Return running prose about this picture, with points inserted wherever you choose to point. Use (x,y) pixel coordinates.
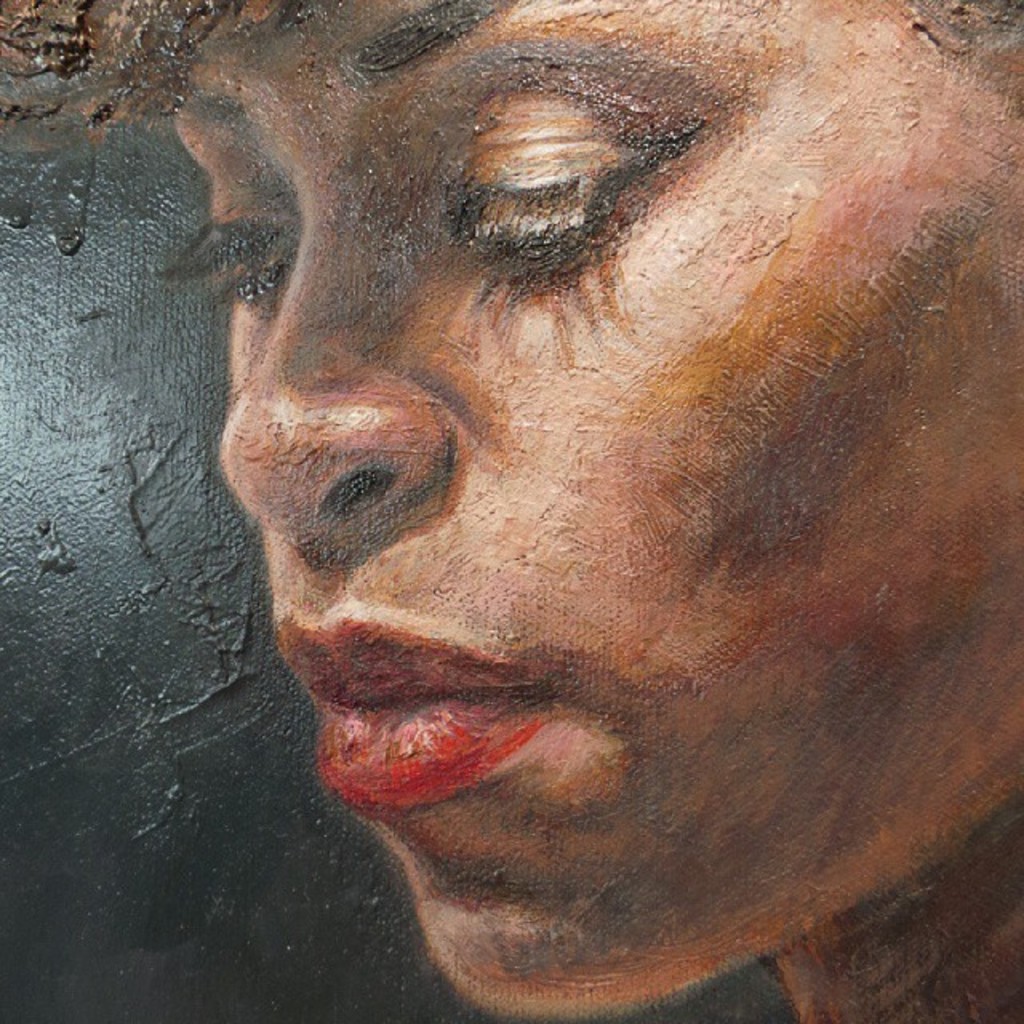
In this image I can see the painting (452,575) of the person's face (477,539) and there is a black background (99,499).
